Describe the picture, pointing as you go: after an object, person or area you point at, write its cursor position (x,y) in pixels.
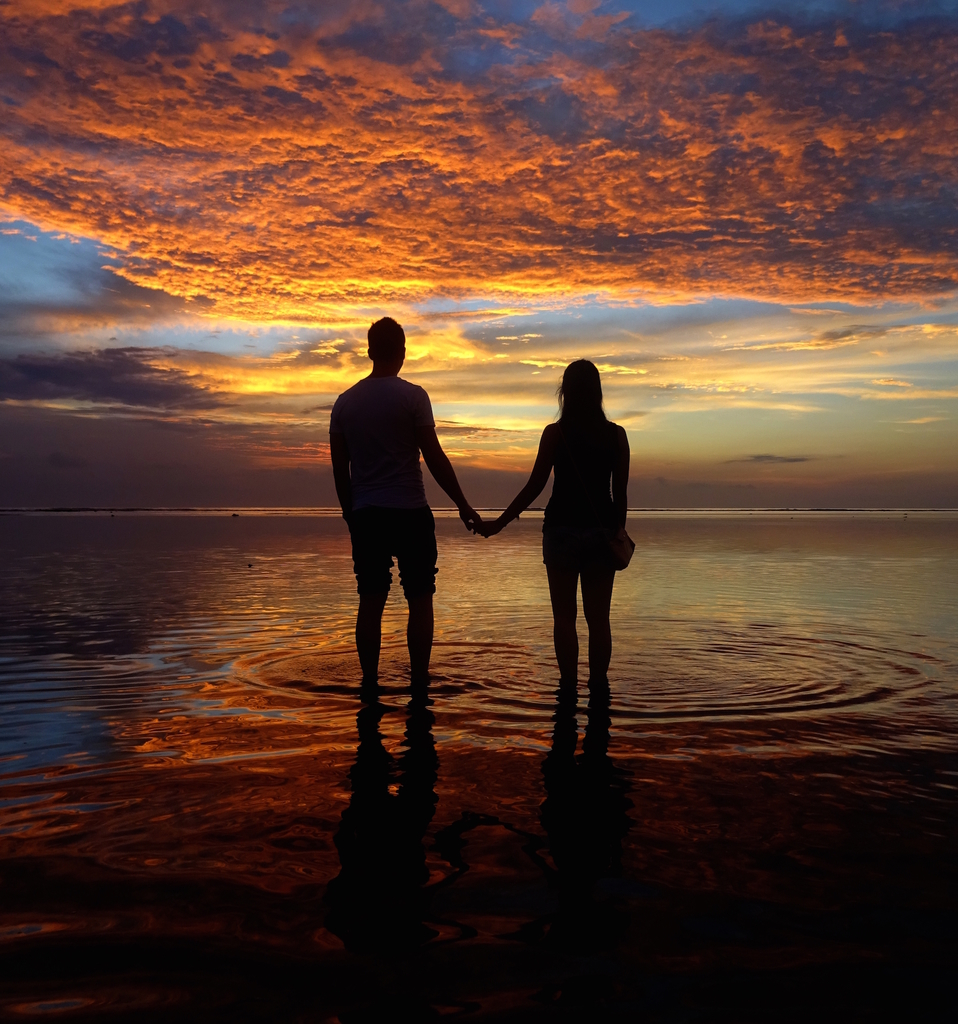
In this image there are two persons (556,440) standing and holding their hands (465,518), and in the background (503,541) there is water (454,559), sky (302,409).
